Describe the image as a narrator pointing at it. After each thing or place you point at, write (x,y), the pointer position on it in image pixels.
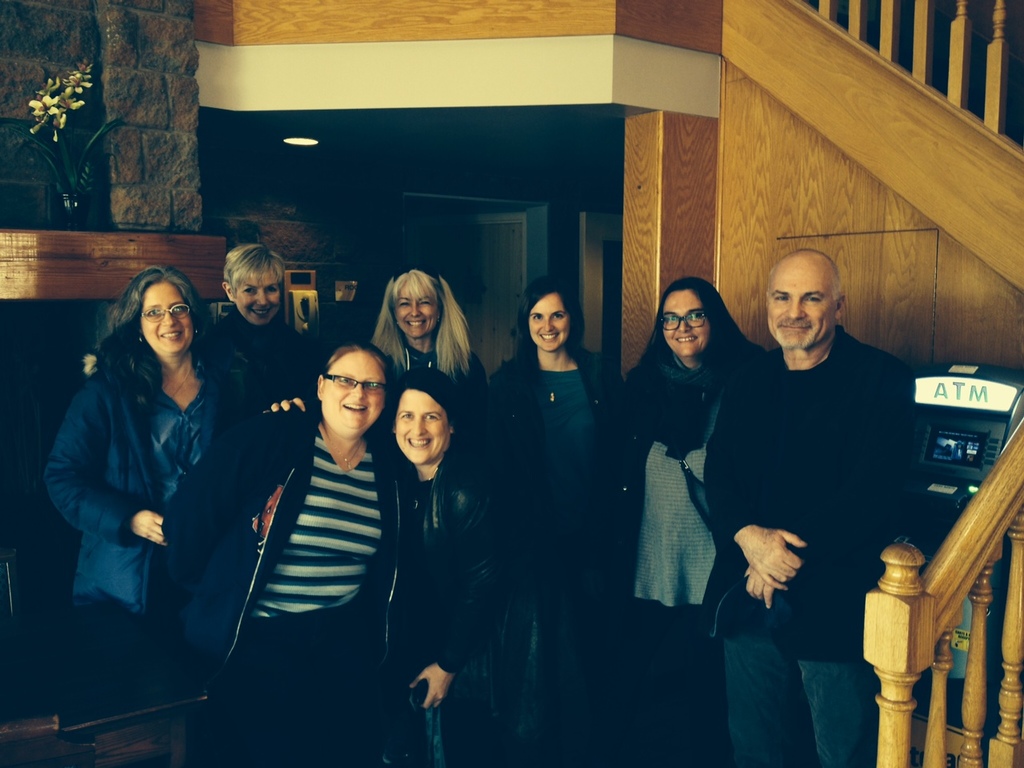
In this image we can see the stairs (936,612). And we can see a few people (570,452) standing. And we can see the ATM machine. And we can see the lights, doors (487,232). And we can see the flower vase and some other objects (93,233).
